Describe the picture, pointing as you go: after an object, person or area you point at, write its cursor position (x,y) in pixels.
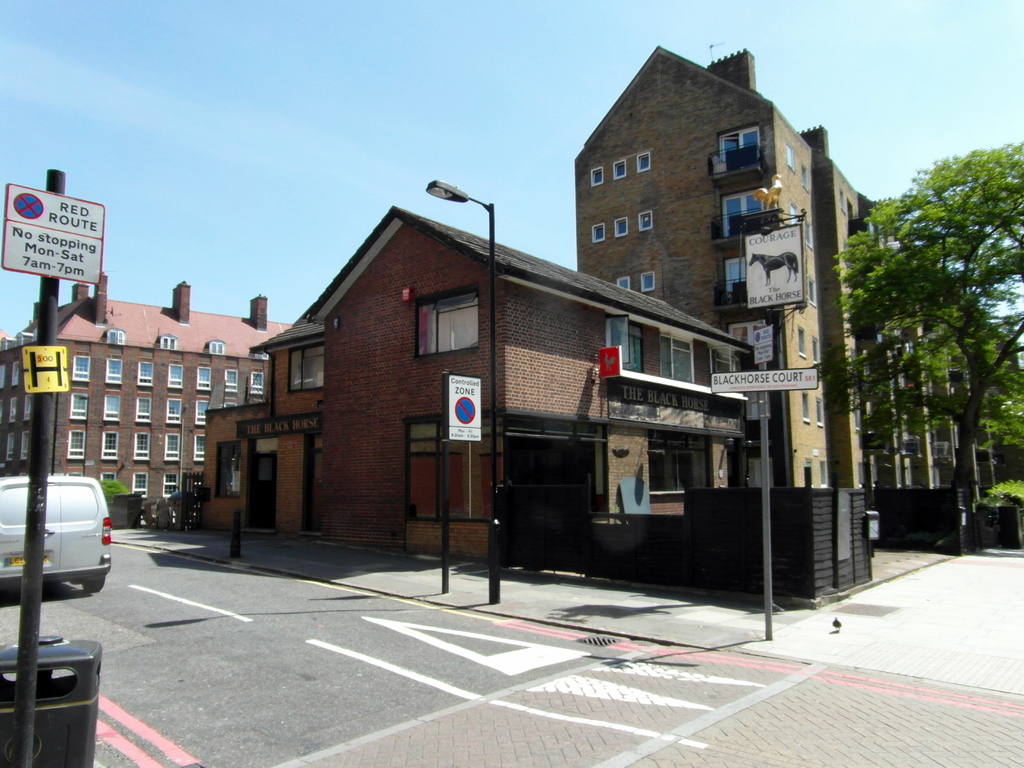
This image consists of buildings (470,273) along with windows (669,466). At the bottom (597,718), there is a road (804,737). On the right (854,372), there are trees (854,372). On the left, there is a board (63,379) along with a pole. At the top (519,40), there is sky (485,65). And we can see a vehicle (91,578) on the road (116,714).
